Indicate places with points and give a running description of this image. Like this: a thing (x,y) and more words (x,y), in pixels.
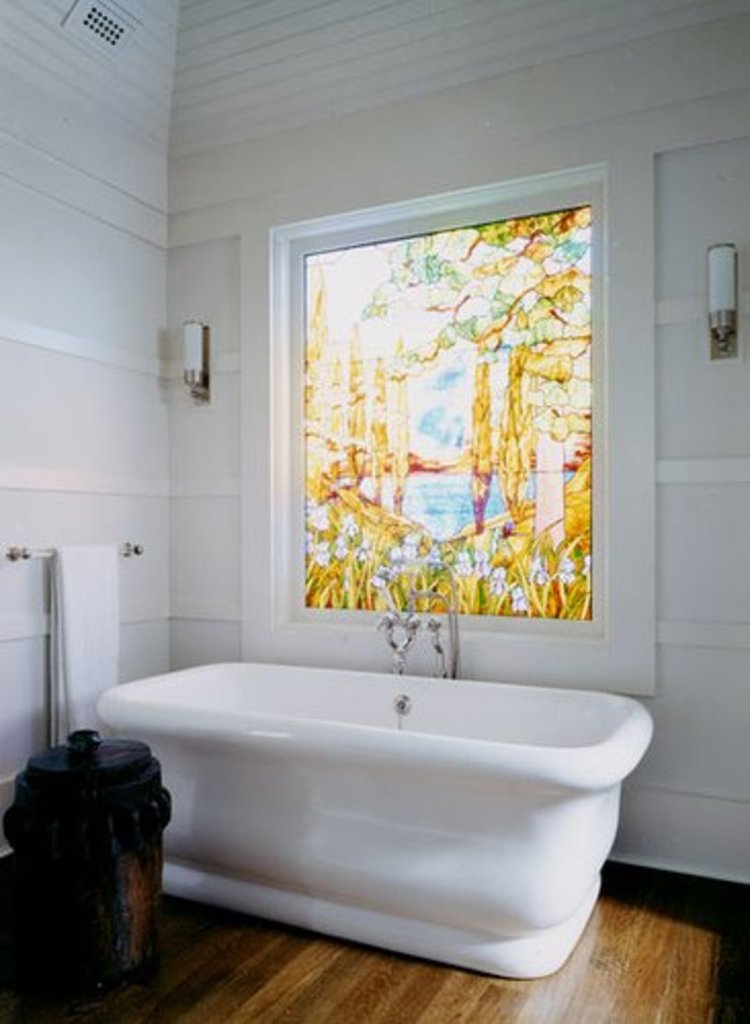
There is a dustbin (141,885), bath towel (91,636) and a bathtub (597,745) present at the bottom of this image (332,739). We can see a wall (260,332) in the background (121,343). There is a window (509,546) in the middle of this image (339,386). We can see an object (723,307) present on the right side of this image (735,299) and is on the left side of this image (189,370) as well.
